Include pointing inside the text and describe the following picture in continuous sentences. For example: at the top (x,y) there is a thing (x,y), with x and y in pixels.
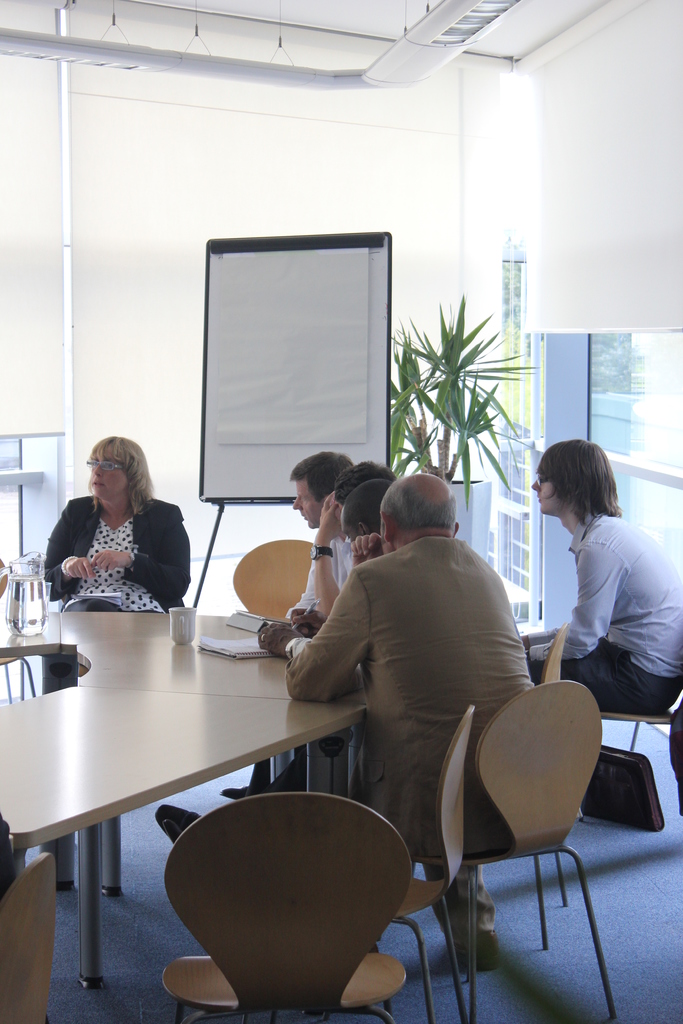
These persons (318,583) are sitting on a chair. On this table (175,667) there is a jar (33,574), cup (194,616) and book (242,639). Backside of this person (323,519) there is a whiteboard (263,375). Backside of this whiteboard (263,375) there is a plant (438,451).
